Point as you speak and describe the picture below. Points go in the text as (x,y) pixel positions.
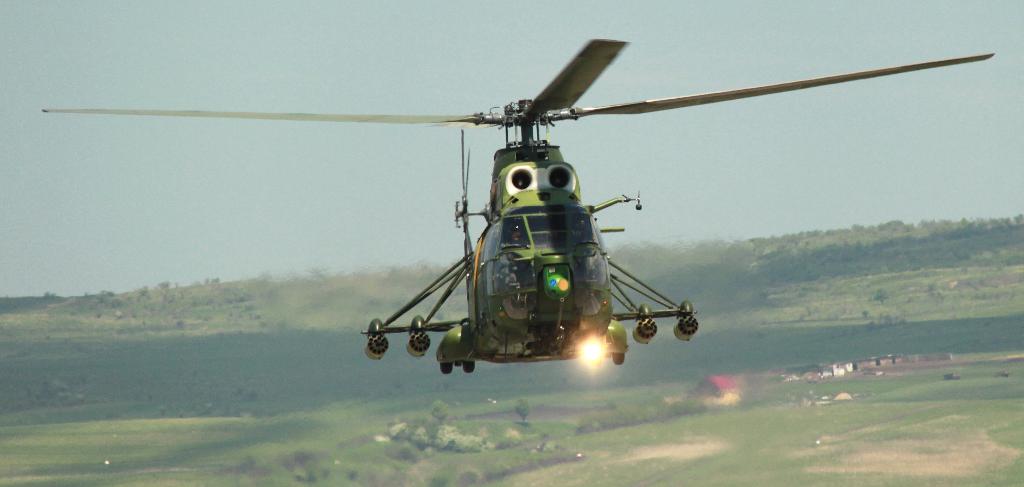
In this image we can see a helicopter (492,217) flying in the sky (427,260), there are trees (778,263), and houses (736,397).
